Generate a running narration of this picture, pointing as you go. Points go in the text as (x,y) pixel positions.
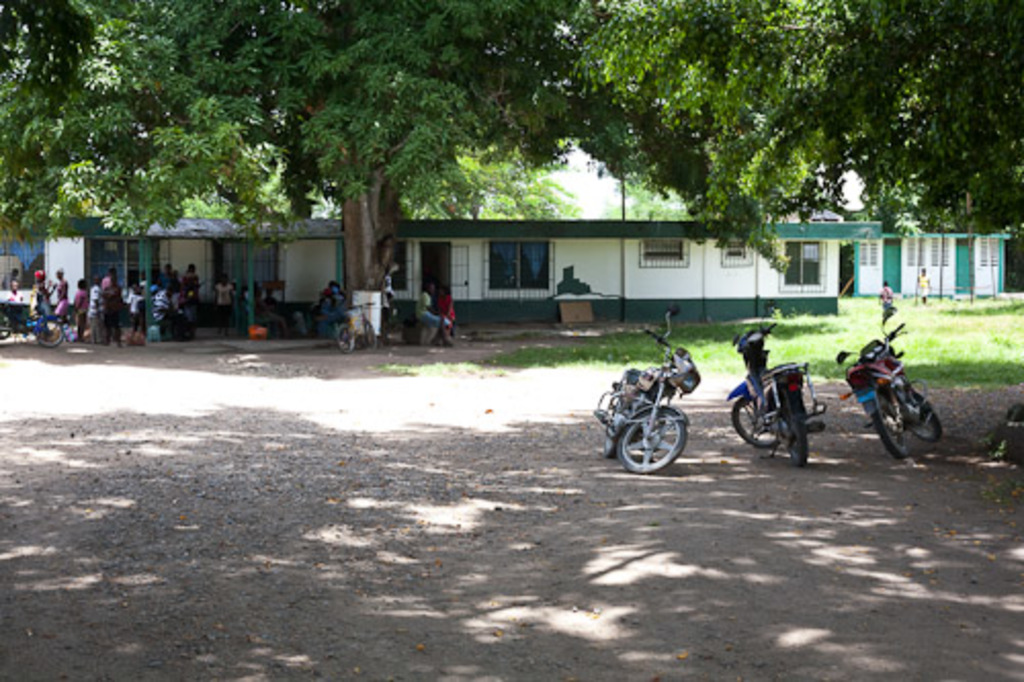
In this image I can see vehicles (682,392) on the road (592,485). Back I can see building (485,302), glass windows (528,264) and trees (372,93). I can see few people (155,292) around. The building (618,266) is in white and green color.
